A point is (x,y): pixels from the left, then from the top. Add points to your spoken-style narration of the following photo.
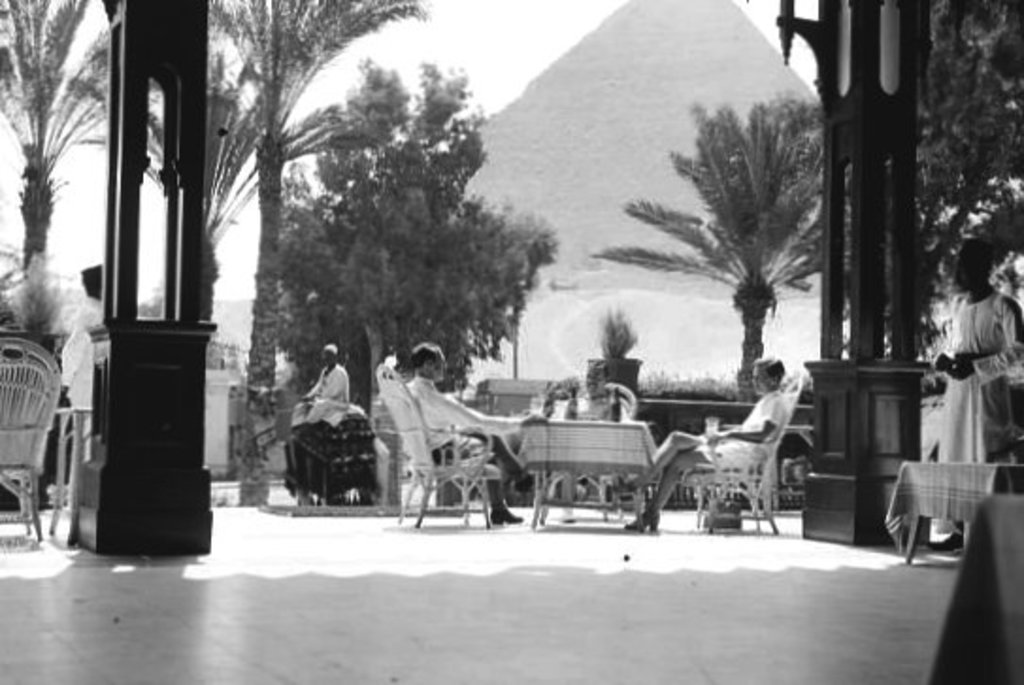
In this image there is the sky (497,37) towards the top of the image (469,34), there is a pyramid (589,140), there are trees (428,175), there are pillars (865,183), there are tables (567,463), there are clothes (577,460) on the tables (606,457), there are bottles (574,399), there are persons (438,405) sitting on the chair (772,490), there are two men (79,354) standing, the persons (950,342) are holding an object (713,424), there is an object (1003,535) towards the bottom of the image (983,618), there is a chair (26,381) towards the left of the image (29,440).
